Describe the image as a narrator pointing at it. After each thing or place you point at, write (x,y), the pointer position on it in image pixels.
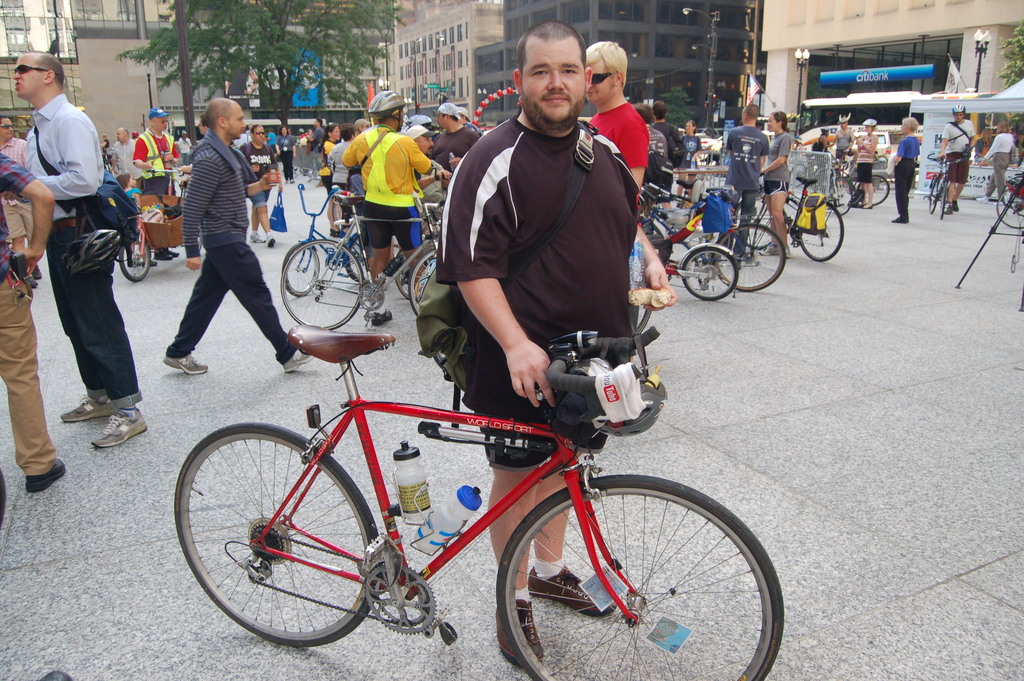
In the image there are many people (620,240) stood beside bicycles (582,529). This seems to be on street (898,389). On the backside (503,42) there are buildings (453,46).
